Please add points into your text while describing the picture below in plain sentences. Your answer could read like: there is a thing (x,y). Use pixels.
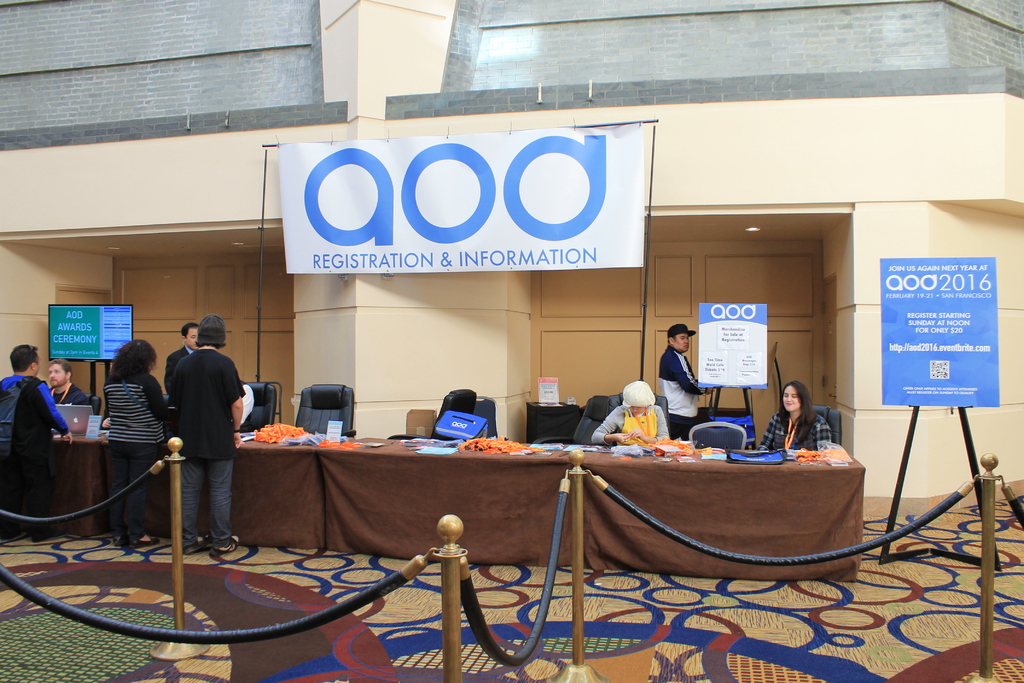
There is a fence (443,566) on a floor (996,664), on which there is a carpet (160,677). In the background (224,454), there are three persons (229,418) standing. In front of them, there is a table (253,458), on which there are some objects (305,441). Beside this table (264,448), there are persons (824,437) sitting and there are two persons (189,330) standing. There are hoardings (887,337), a screen (91,318) and a wall (151,211).
